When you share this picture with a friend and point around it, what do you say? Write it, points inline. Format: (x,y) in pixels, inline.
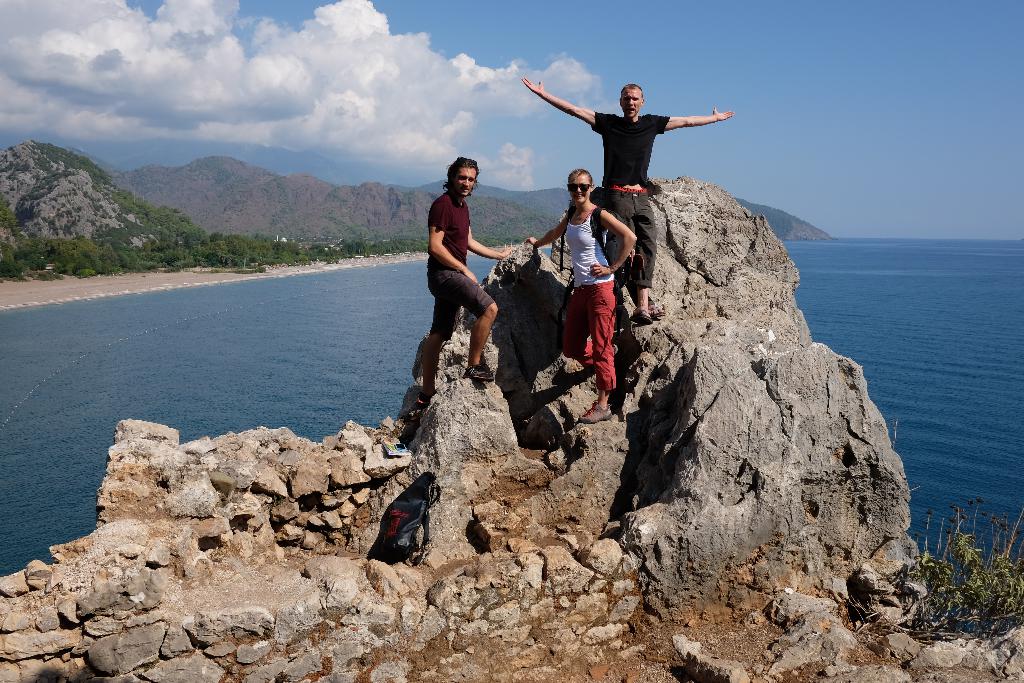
in this image i can see three people (587,254) standing on the rocks (682,376). behind them there is ocean (201,352). behind the ocean (250,321) there are trees (171,253) and mountains (201,218). the sky (261,106) is cloudy. at the front (415,514) there is a black colored bag (398,528).
